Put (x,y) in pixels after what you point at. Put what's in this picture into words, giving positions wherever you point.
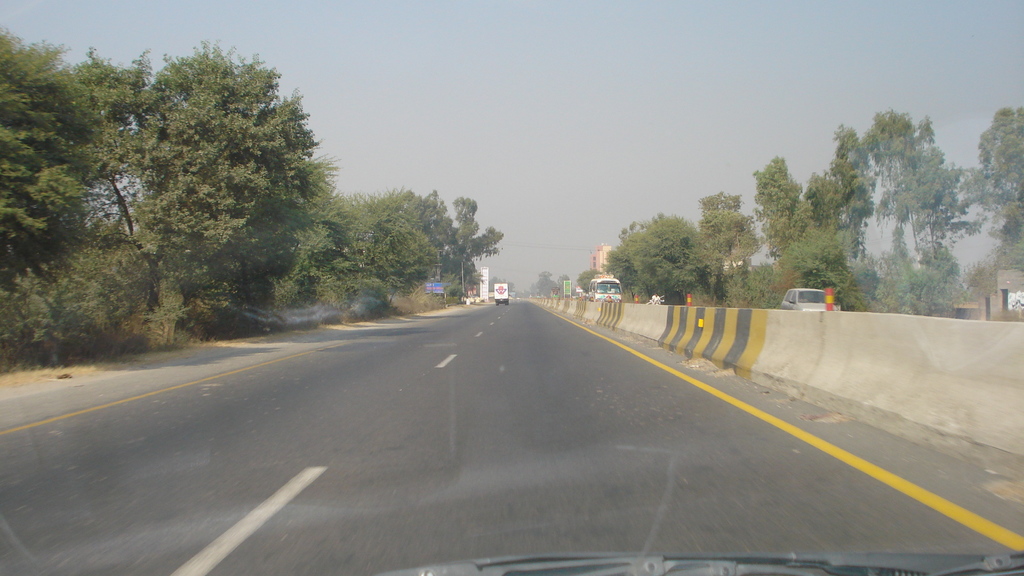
There are vehicles (599,281) on the road (709,399) and this is divider (881,388). Here we can see some trees (344,236) and there is a building (596,254). This is banner (487,268) and there is a sky (684,137).
